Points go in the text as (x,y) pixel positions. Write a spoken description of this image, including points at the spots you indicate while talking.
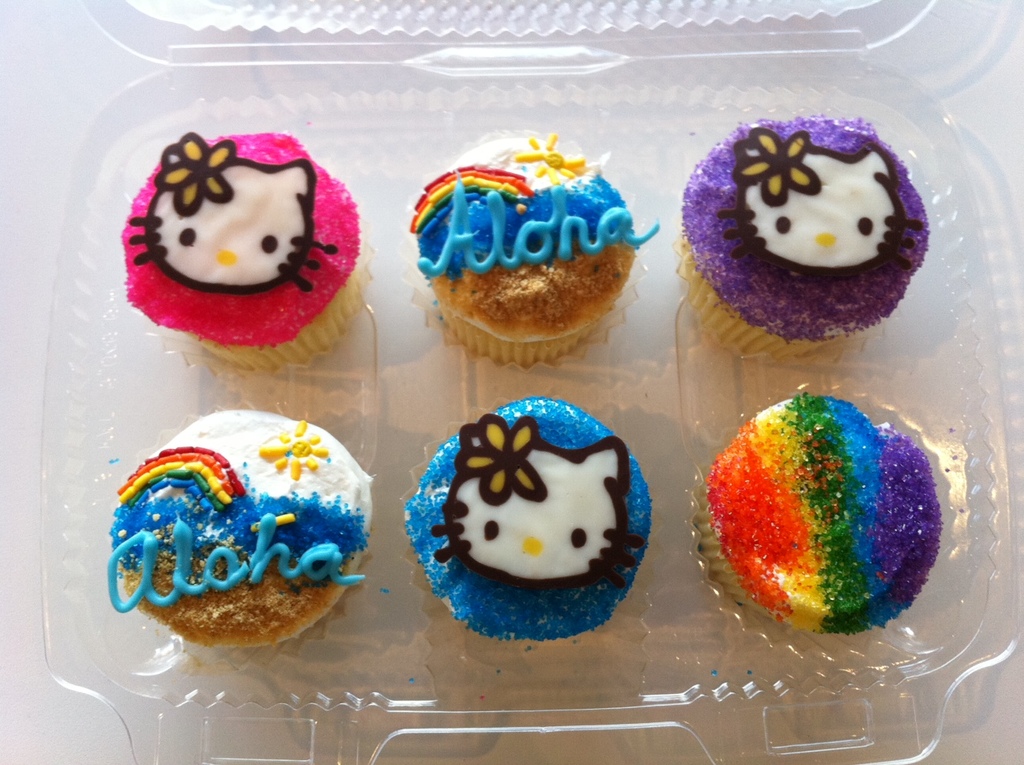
In this image we can see cupcakes (711,572) in packet (157,430) placed on the table (38,94).
